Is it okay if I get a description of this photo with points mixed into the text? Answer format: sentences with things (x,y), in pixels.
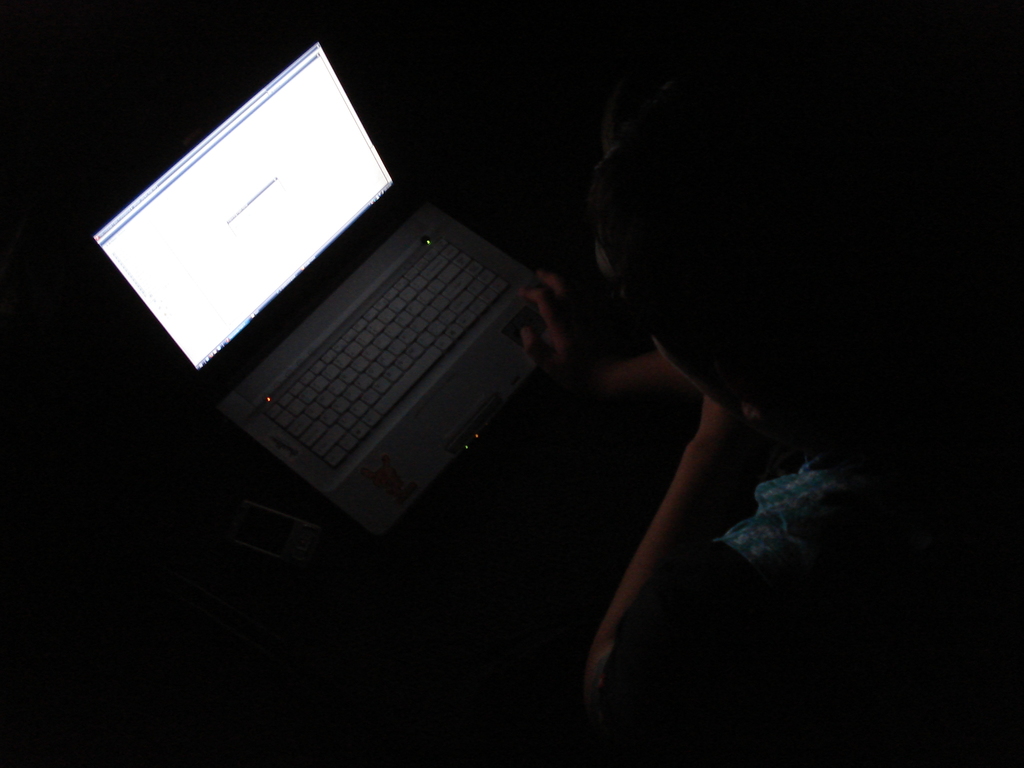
In this image there is a person (688,477) who is using the laptop (359,320). This picture is taken in the dark.
